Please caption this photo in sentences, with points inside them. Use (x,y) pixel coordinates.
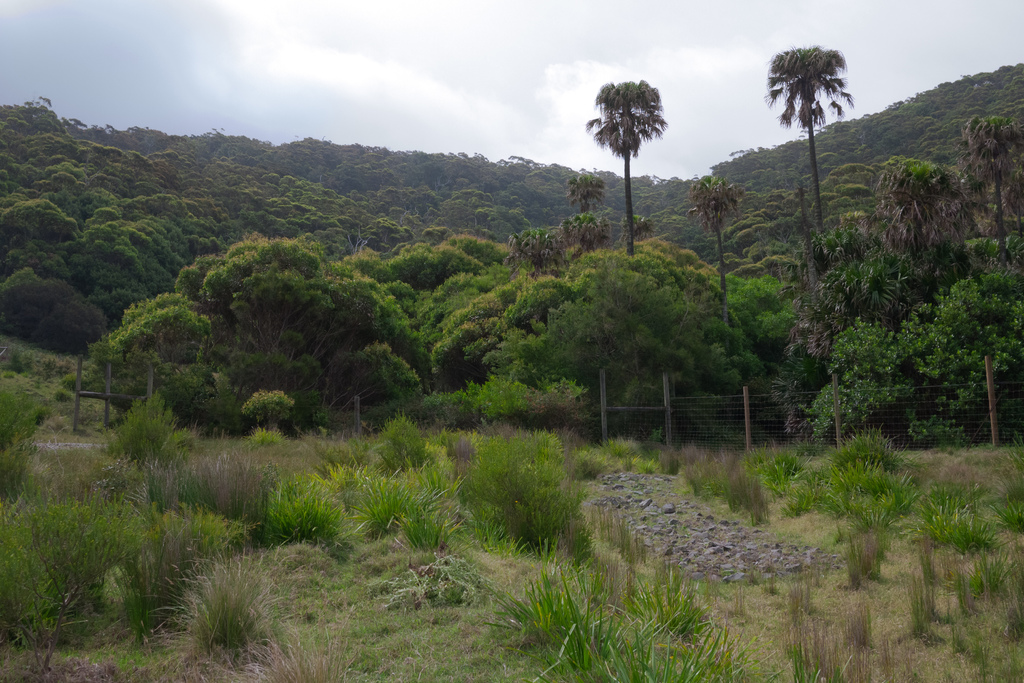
In this image, we can see some trees (343,263) which are green in color. We can also see grass (897,485) and plants (487,392), stones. We can also see the sky (312,111).
